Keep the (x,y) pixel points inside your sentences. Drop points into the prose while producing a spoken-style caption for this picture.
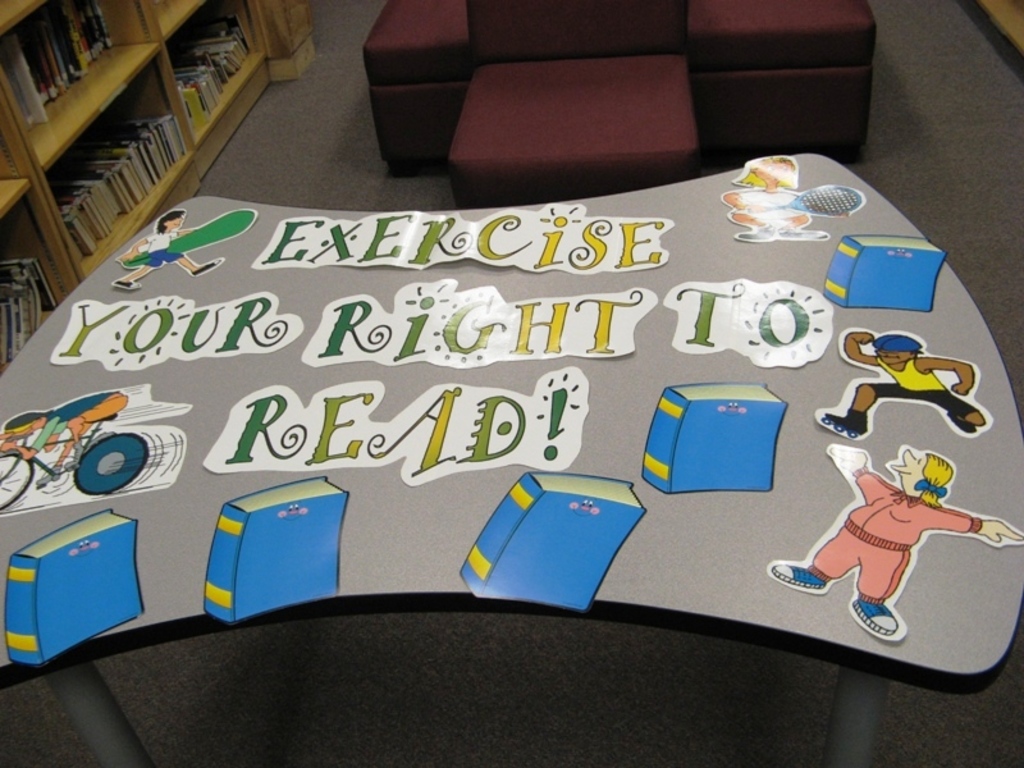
In this picture there is a poster (495,568) placed on the table (753,539) which is named 'Exercise your right to read ', in the background (485,108) we observe a unoccupied sofa (499,75) and to the left (301,38) there is an shelf (106,234) filled with books (187,71).
